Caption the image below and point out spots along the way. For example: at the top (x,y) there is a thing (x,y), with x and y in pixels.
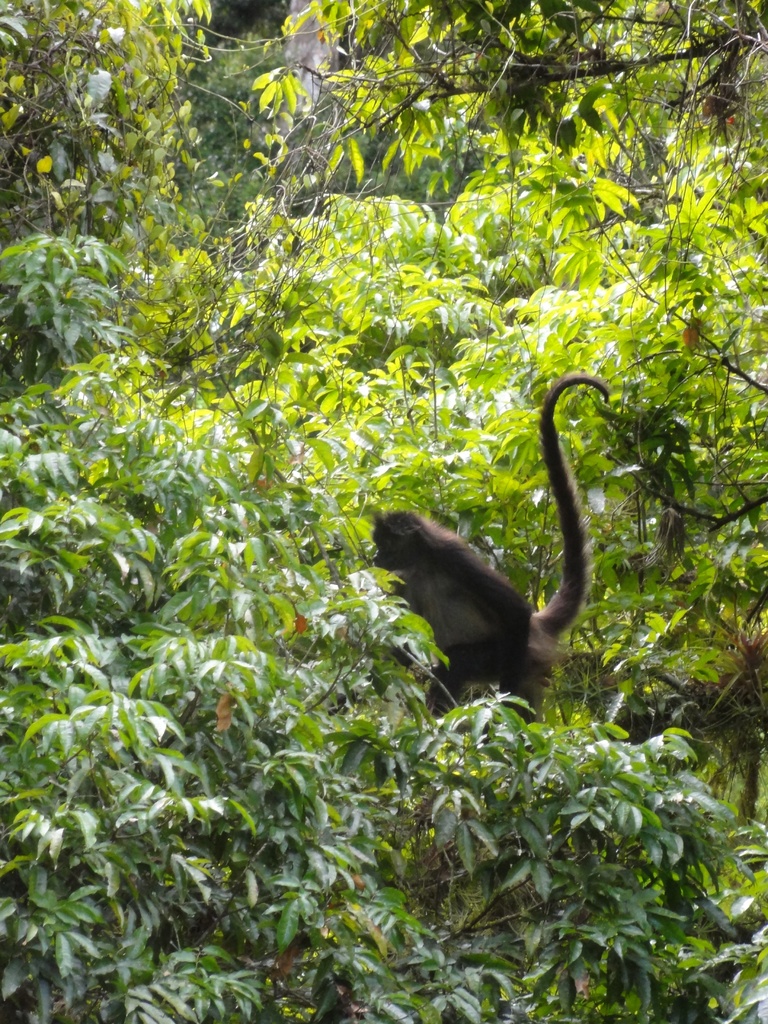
In this image there is a monkey (465,544) is in the middle of this image (498,632) and there are some trees (437,649) in the background (133,492).
